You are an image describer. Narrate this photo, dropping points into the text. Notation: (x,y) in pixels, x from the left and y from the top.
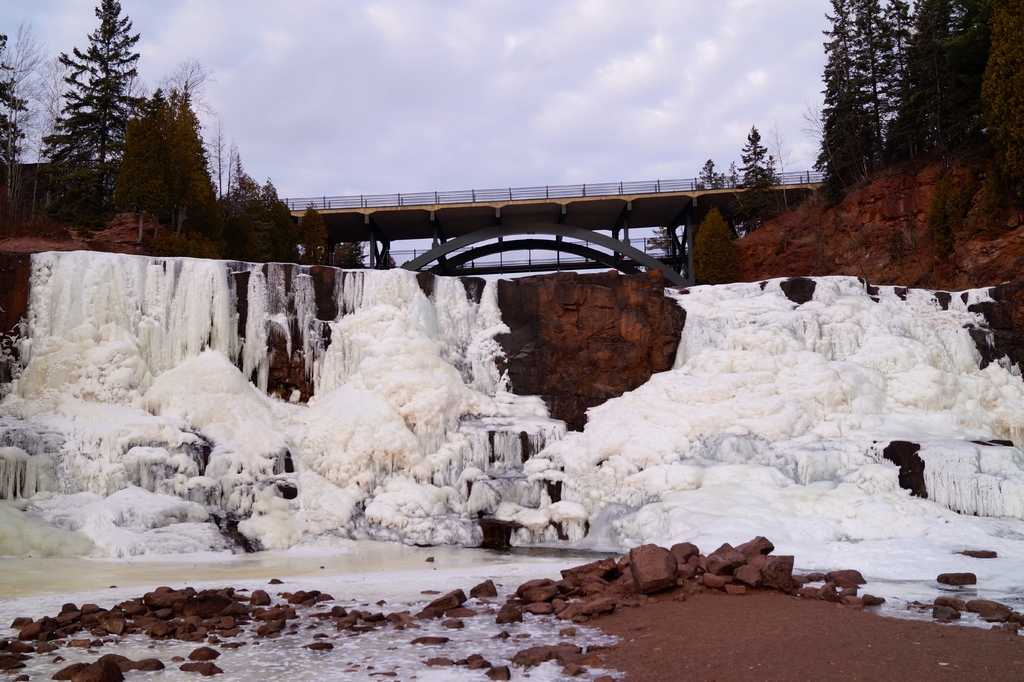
In this image there is a snow (538,421), in the background (449,217) there is a bridge (570,200), on either side of the bridge (523,213) there are trees (229,215) and there is a sky (541,42).
